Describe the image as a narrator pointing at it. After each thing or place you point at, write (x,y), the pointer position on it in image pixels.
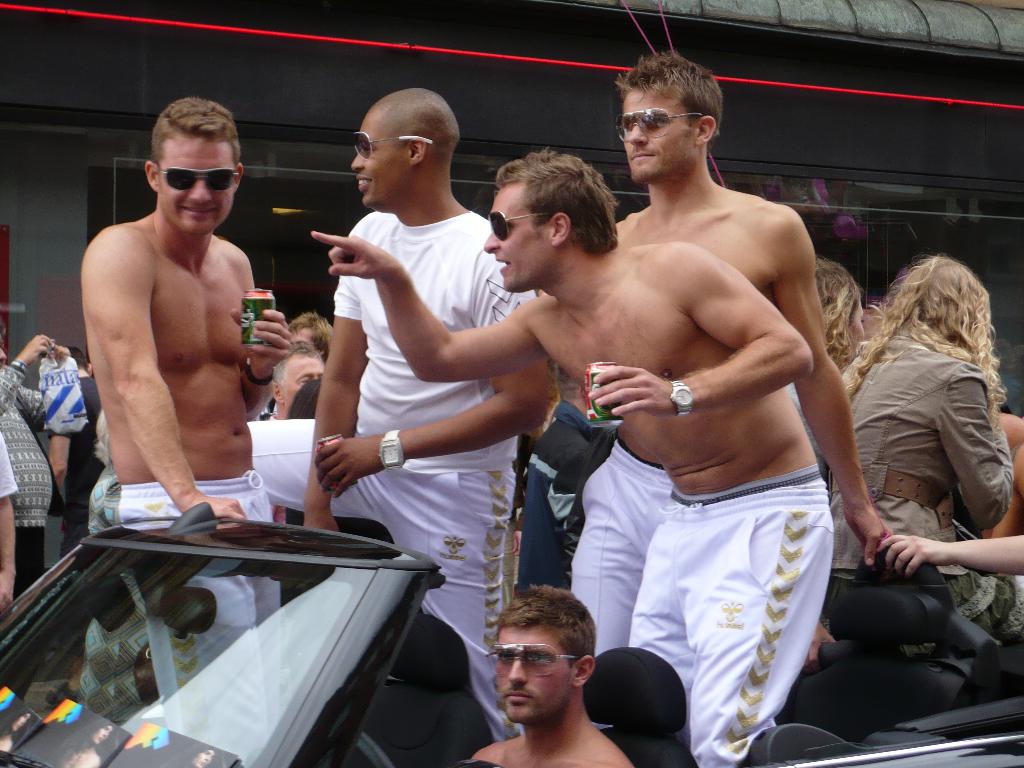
In this image we can see a vehicle (911,708) in which there are some people (635,453), among them a person (484,475) is in white shirt (493,462) and around there are some other people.
